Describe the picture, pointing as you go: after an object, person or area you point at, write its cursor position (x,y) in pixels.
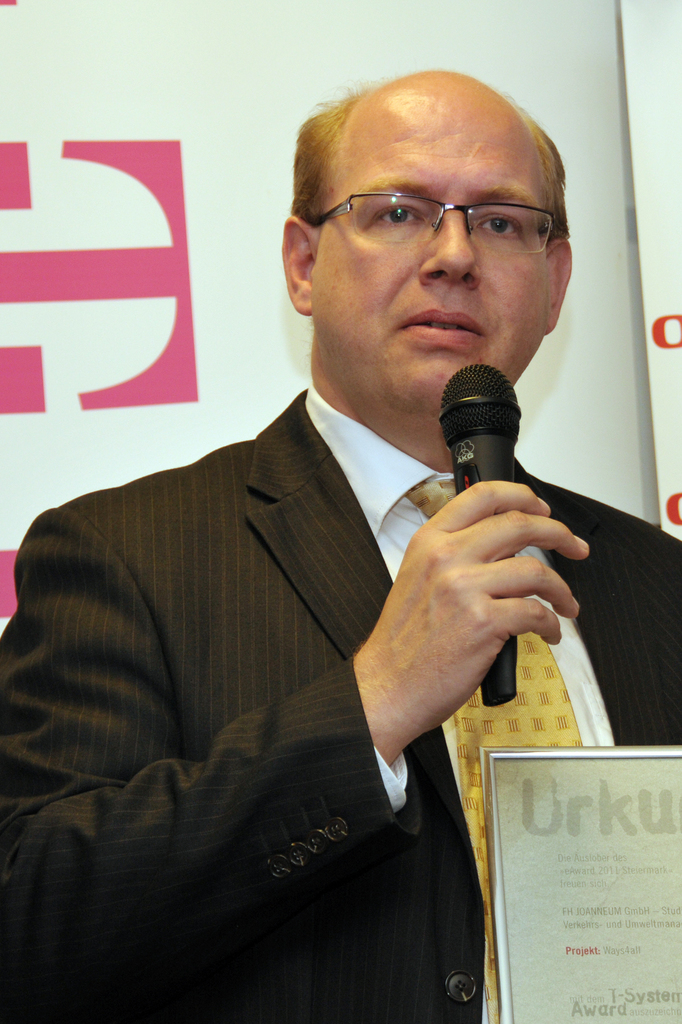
In the picture we can see a man (421,316) talking in the microphone (457,386), a man (417,212) is wearing a black blazer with white shirt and tie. In the background (559,442) we can see some advertisement wall (550,447).
